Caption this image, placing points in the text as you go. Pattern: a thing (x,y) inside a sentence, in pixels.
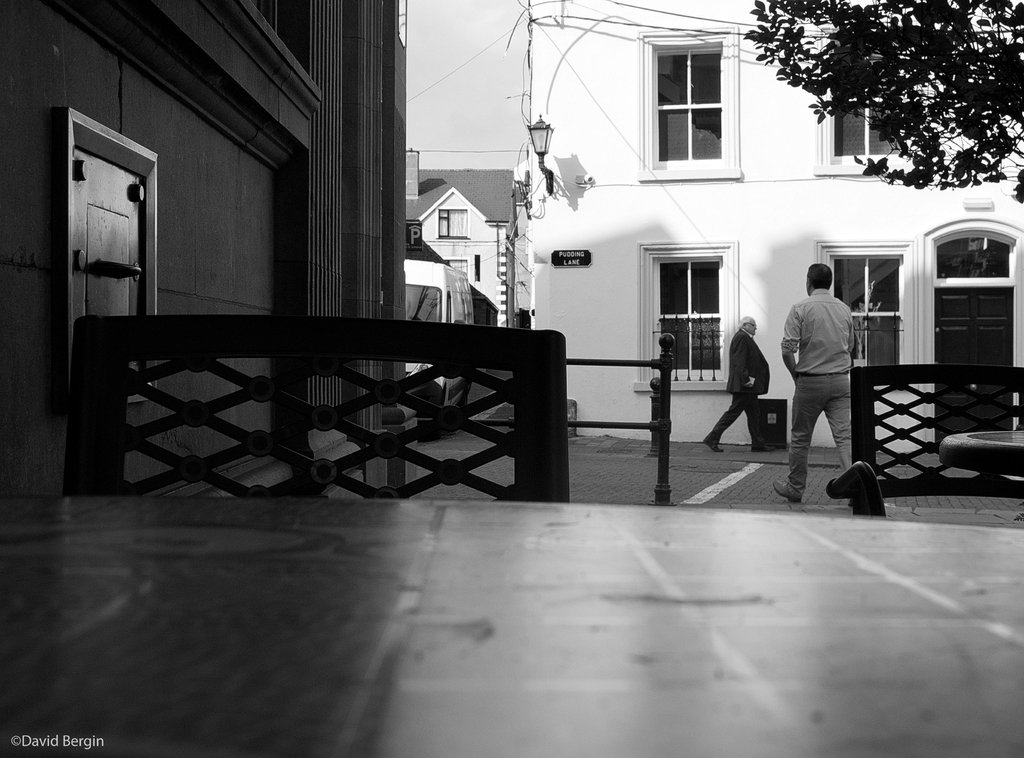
In this picture there are buildings (593,225) in the center of the image (667,264), there are people (843,402) on the right side of the image (805,374) and there is a tree (784,40) in the top right side of the image (815,87).
